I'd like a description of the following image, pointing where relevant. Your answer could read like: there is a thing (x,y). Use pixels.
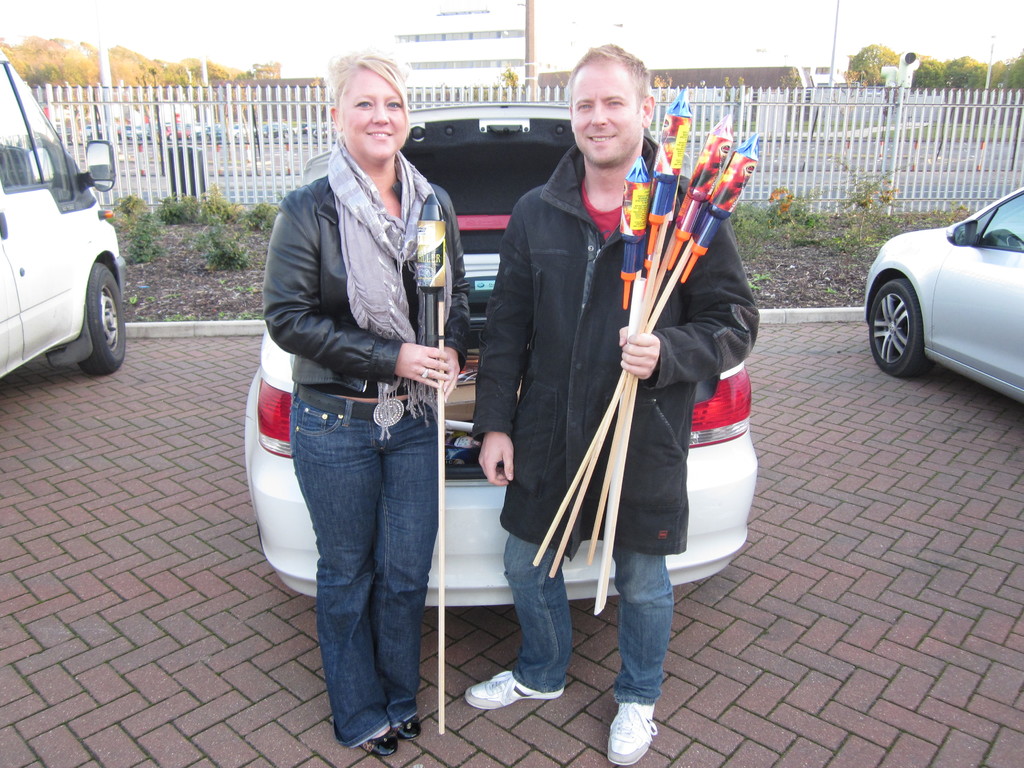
In the image there are three cars (900,254) parked on a pavement (185,430) and there are two people (544,385) standing in the front (565,425) by holding some rockets (602,433) in their hands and in the background (233,158) there is a white fencing (956,123), behind the fencing (208,141) there are many trees (94,49) and a building (494,27).
